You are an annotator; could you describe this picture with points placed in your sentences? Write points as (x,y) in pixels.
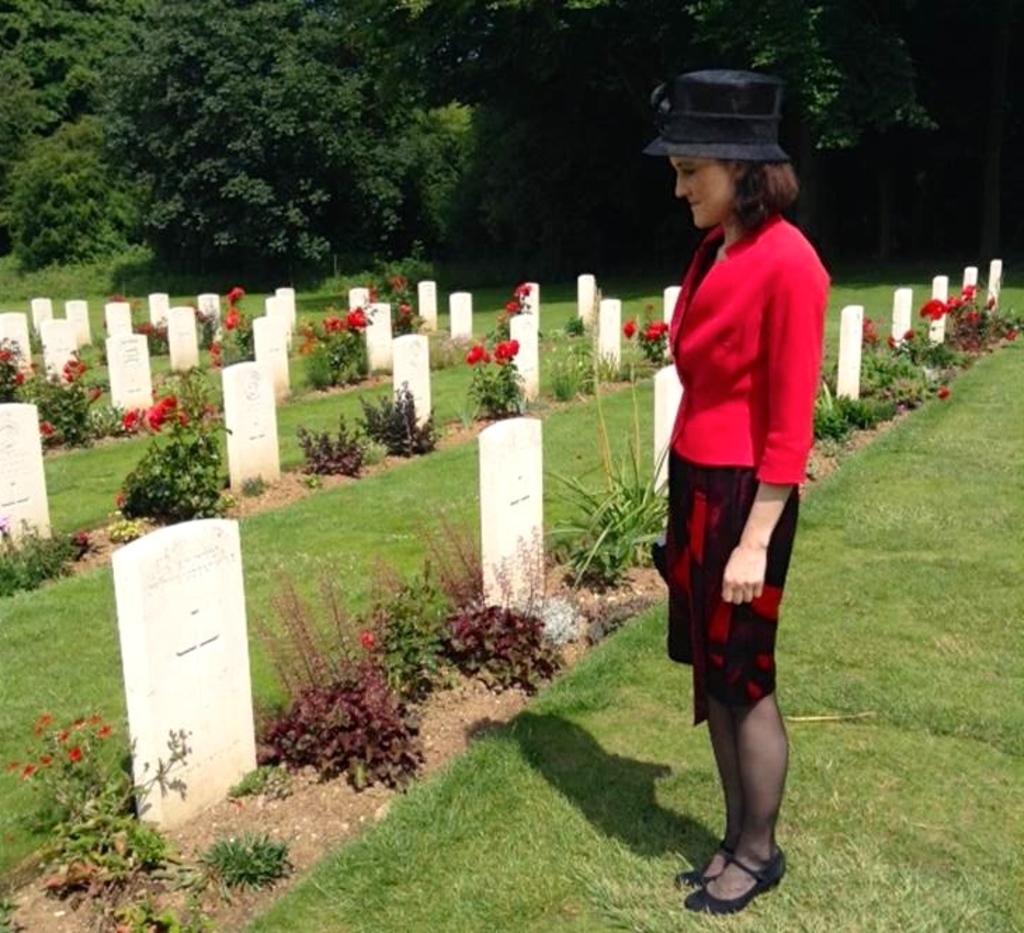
In this image we can see a lady (766,325) wearing red and black color dress (741,349) and a hat (708,131), also we can see plants (129,512), grass (462,397), red color flowers (73,367), trees (827,31), and graves (32,420).
